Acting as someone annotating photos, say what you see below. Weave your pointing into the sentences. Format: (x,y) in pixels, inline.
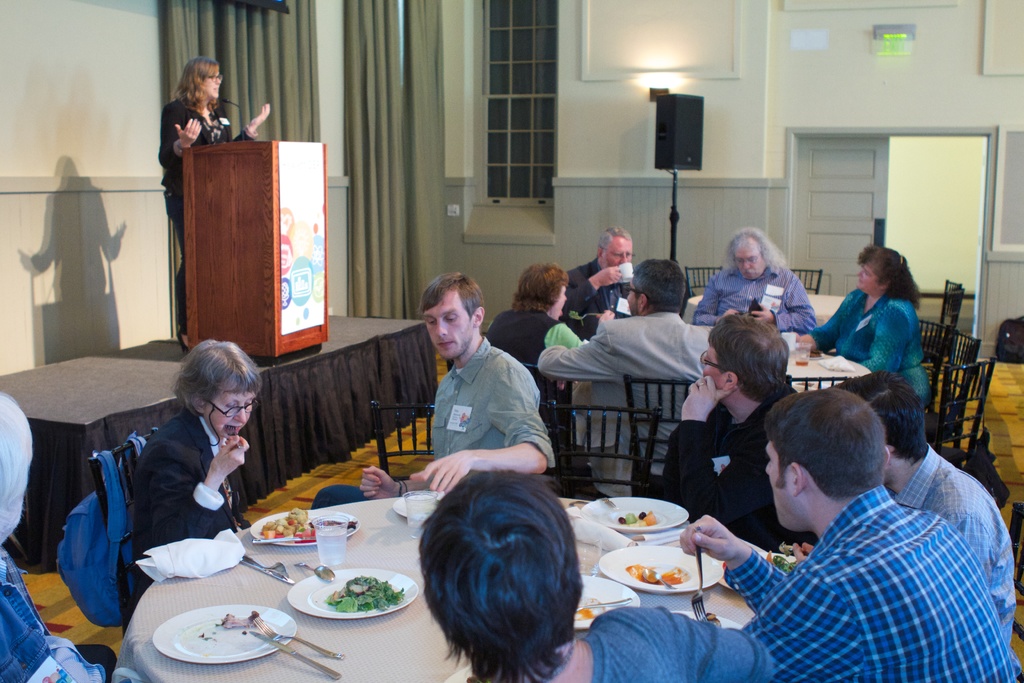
In the middle of the image (528,312) a few people (594,276) are sitting and dining. Behind them there is a speaker (682,128). On the right side of the image (842,143) there is a door (856,213). Top right side of the image (855,95) there is a wall (715,63). Top left side of the image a woman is standing and speaking on the microphone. Bottom left side of the image (290,600) there is a table (240,602), On the table (327,640) there is a plate (175,628), fork (265,625), spoon (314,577) and glass (333,537).
